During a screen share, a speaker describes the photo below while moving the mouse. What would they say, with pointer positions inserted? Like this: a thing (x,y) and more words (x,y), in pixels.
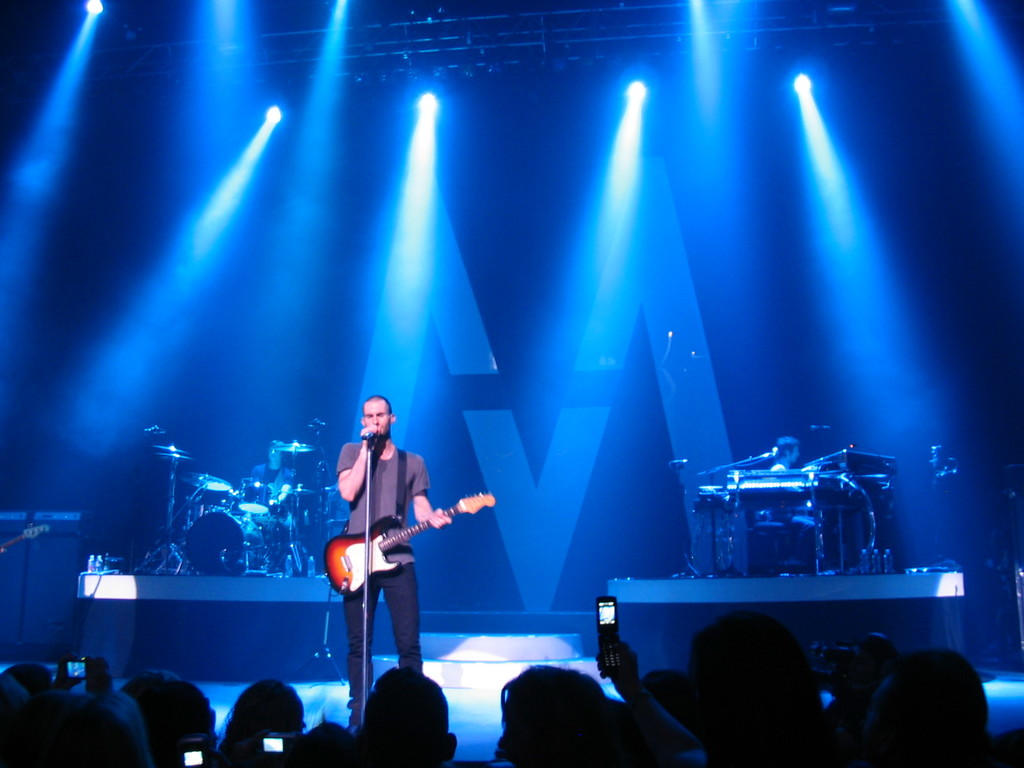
In this image I can see a person (373,497) standing. He is wearing the t-shirt (368,525) and the pant (401,607). He is holding the mic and the guitar (372,546). In front of him there are group of people (525,718) Among them one person (754,764) is holding the cellphone (601,642). In the back ground (251,482) there are musical instruments (787,483) and people (785,455) are playing them. There are lights (620,265) can be seen.
